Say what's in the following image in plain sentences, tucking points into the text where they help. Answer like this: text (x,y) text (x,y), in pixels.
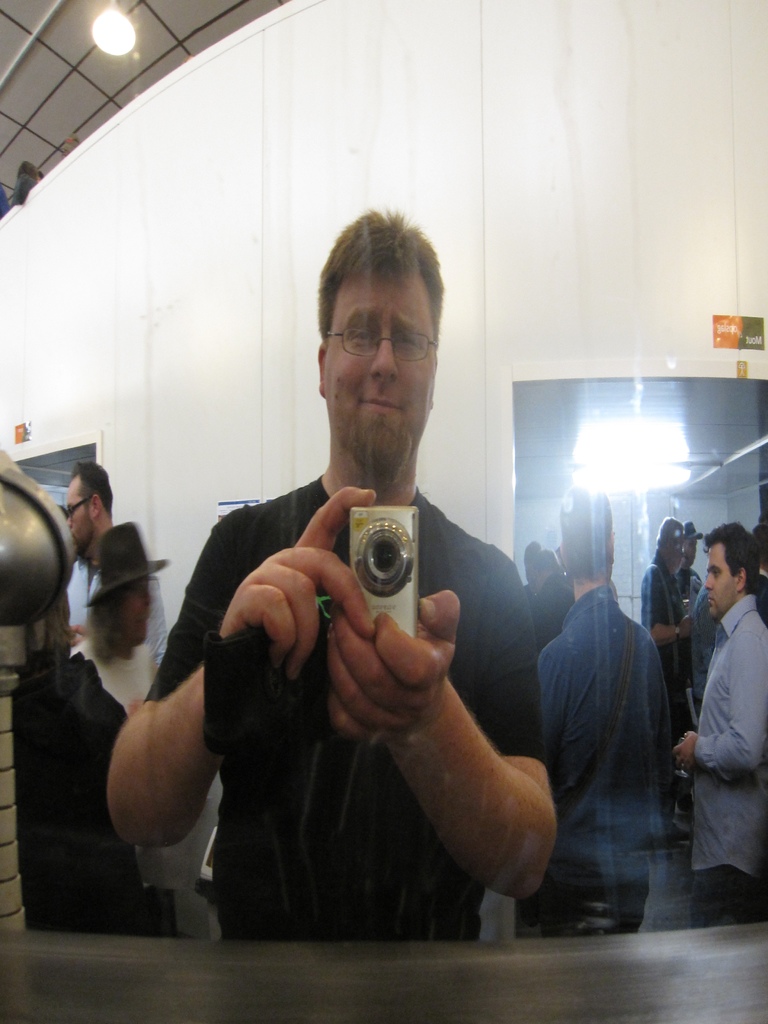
This image consists of a man (311,889) holding a camera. It looks like he is standing in front of a mirror (336,893). In the background (82,663), there are many people (730,634) and a wall (123,310) in white color. At the top (114,77), we can see a roof (43,63) along with a lamp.
